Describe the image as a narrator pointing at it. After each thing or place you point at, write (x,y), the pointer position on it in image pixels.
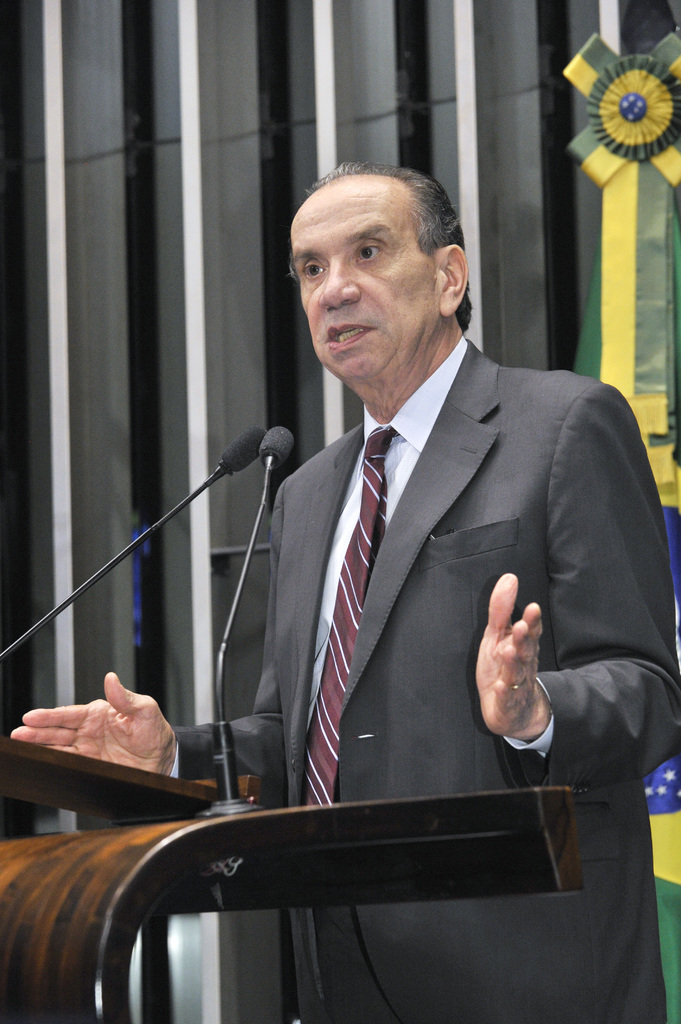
In this image, we can see an old man (459,663) in a suit (428,663) standing near the wooden podium (64,931) and talking in-front of microphones (257,447). In the background (284,370), we can see a few objects (193,360) and flag (640,285).
